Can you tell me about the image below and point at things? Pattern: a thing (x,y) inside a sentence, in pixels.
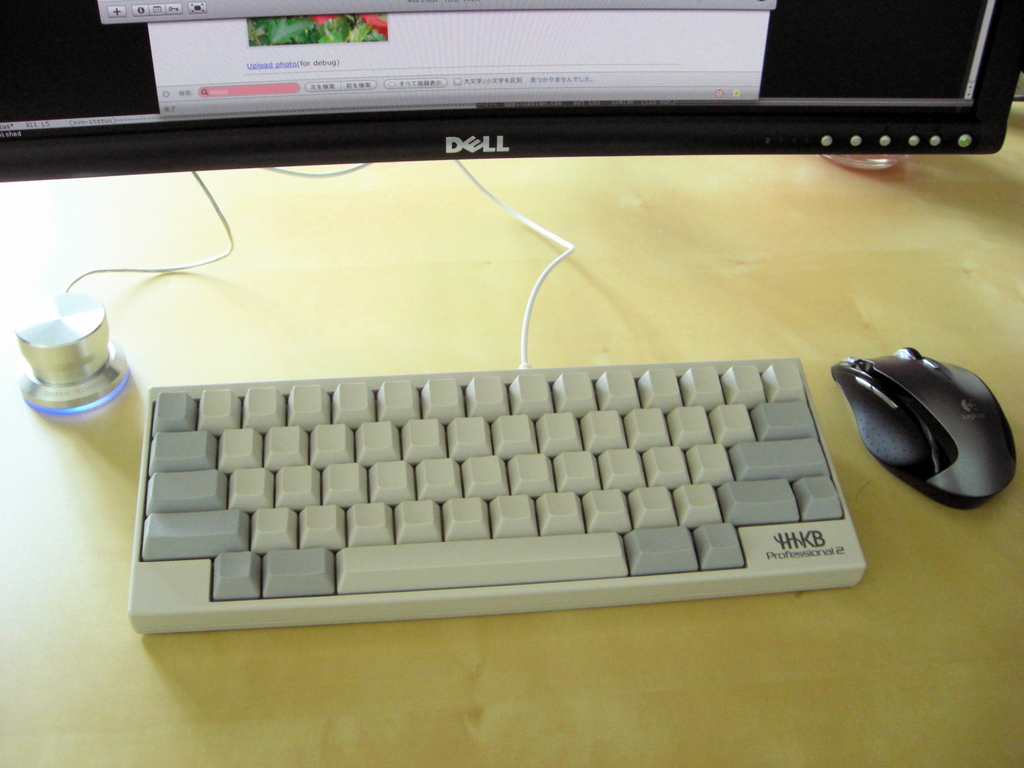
Here we can see a monitor (154,17), a keyboard (715,390) and a mouse (945,377) present on a table (838,345).
